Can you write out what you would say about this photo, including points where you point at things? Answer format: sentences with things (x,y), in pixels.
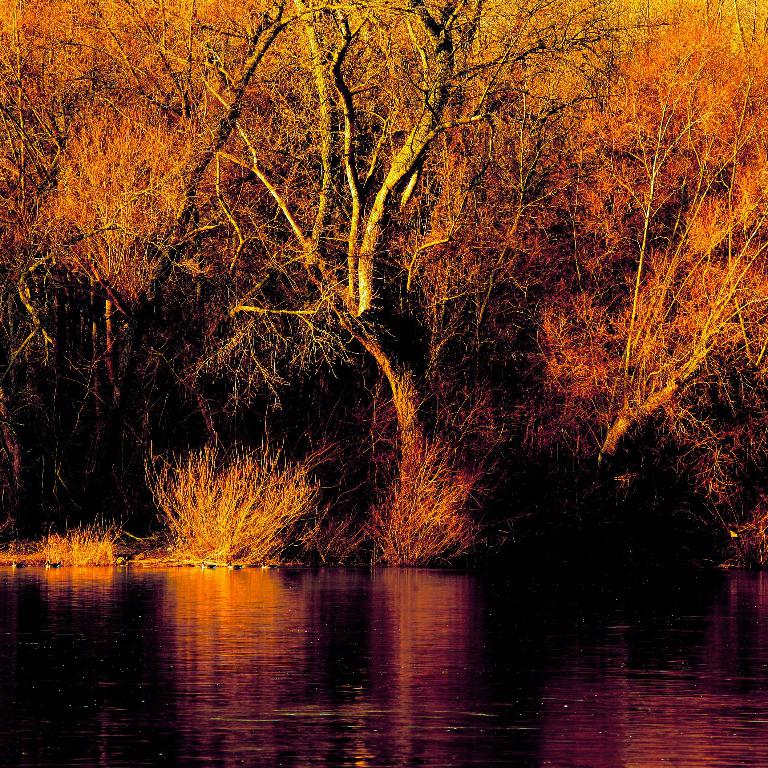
There is water (35,664) and trees (514,348) at the back (418,362).
